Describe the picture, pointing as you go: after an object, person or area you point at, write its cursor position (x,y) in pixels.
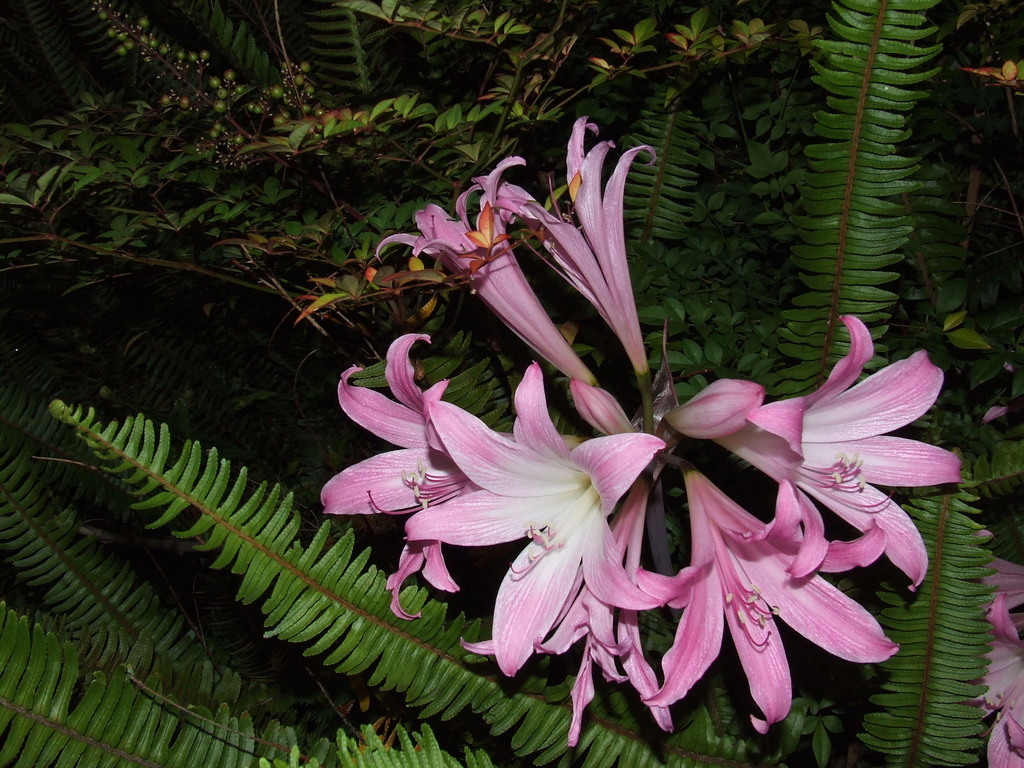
In this image we can see lily flowers (630,509). Also there are many other plants (507,108).
